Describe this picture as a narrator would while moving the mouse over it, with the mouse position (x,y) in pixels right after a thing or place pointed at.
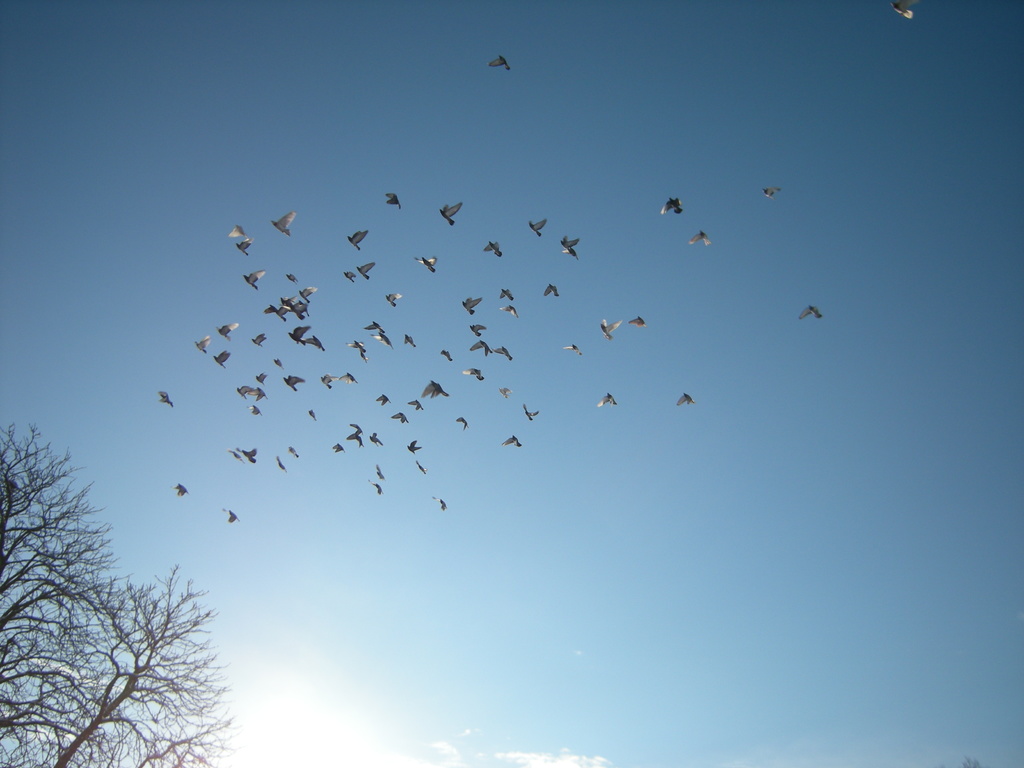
In this image we can see birds (282,303) flying in the sky (314,263). To the left side of the image (113,590) there is a tree (67,660).
